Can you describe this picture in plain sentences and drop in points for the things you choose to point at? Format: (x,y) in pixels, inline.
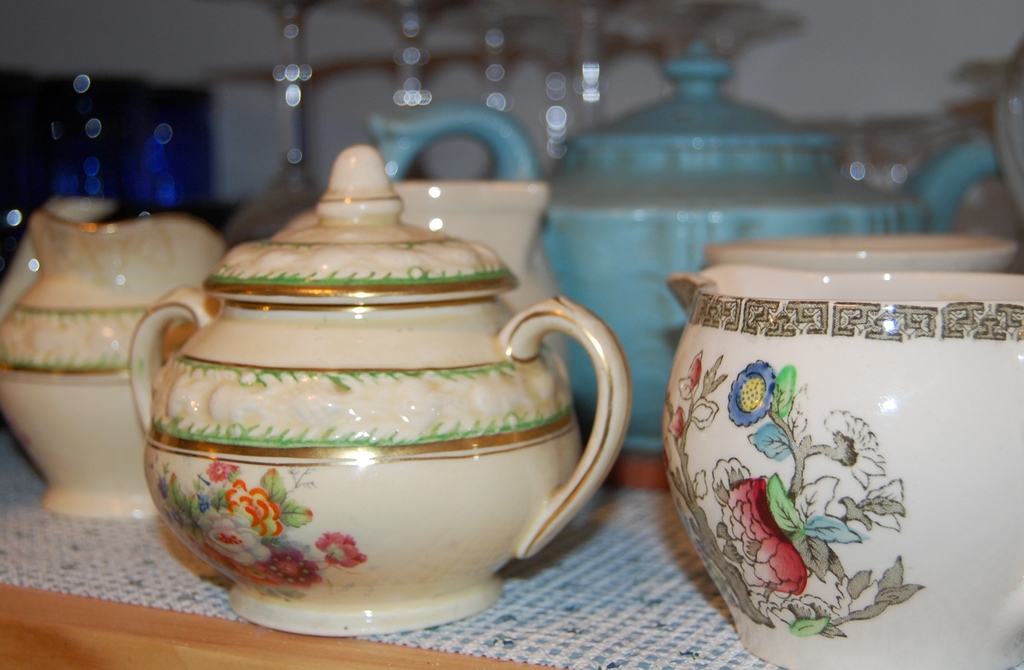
In this image we can see one table (206,633), some objects (392,372) are on the surface (178,623), a white wall (222,46) and some objects (69,112) are on the surface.
